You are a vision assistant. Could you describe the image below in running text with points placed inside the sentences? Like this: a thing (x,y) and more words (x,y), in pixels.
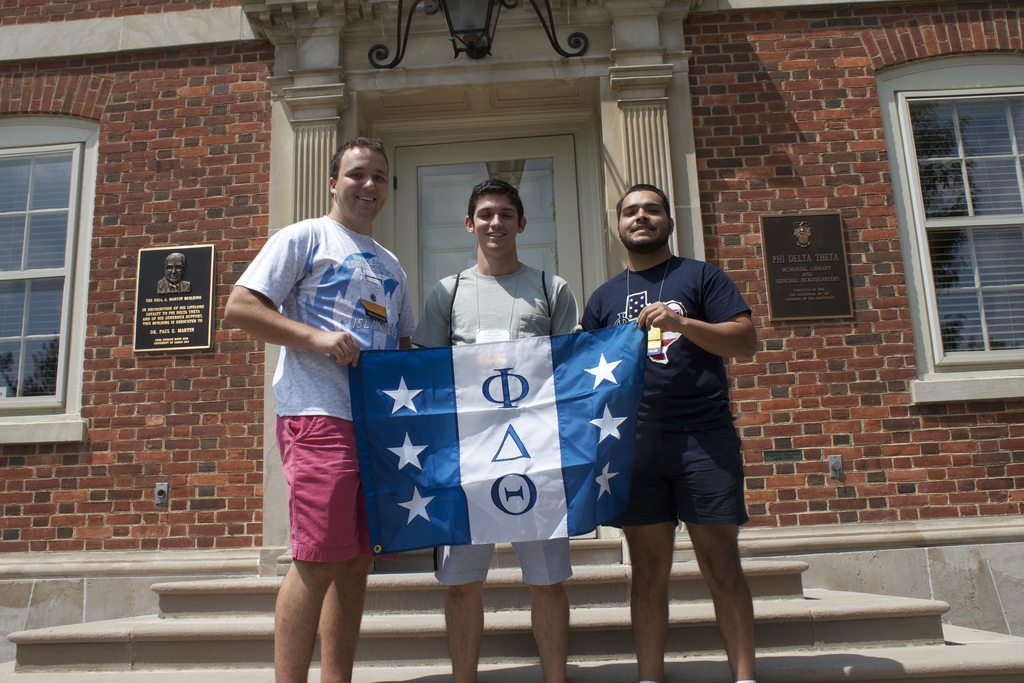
3 people (322,296) are standing holding a flag (502,541) in their hands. Behind them there are stairs (238,613) and a buildings (766,83). The building (246,249) has a door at the center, 2 windows (901,211), a lamp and 2 photo frames (154,300).
